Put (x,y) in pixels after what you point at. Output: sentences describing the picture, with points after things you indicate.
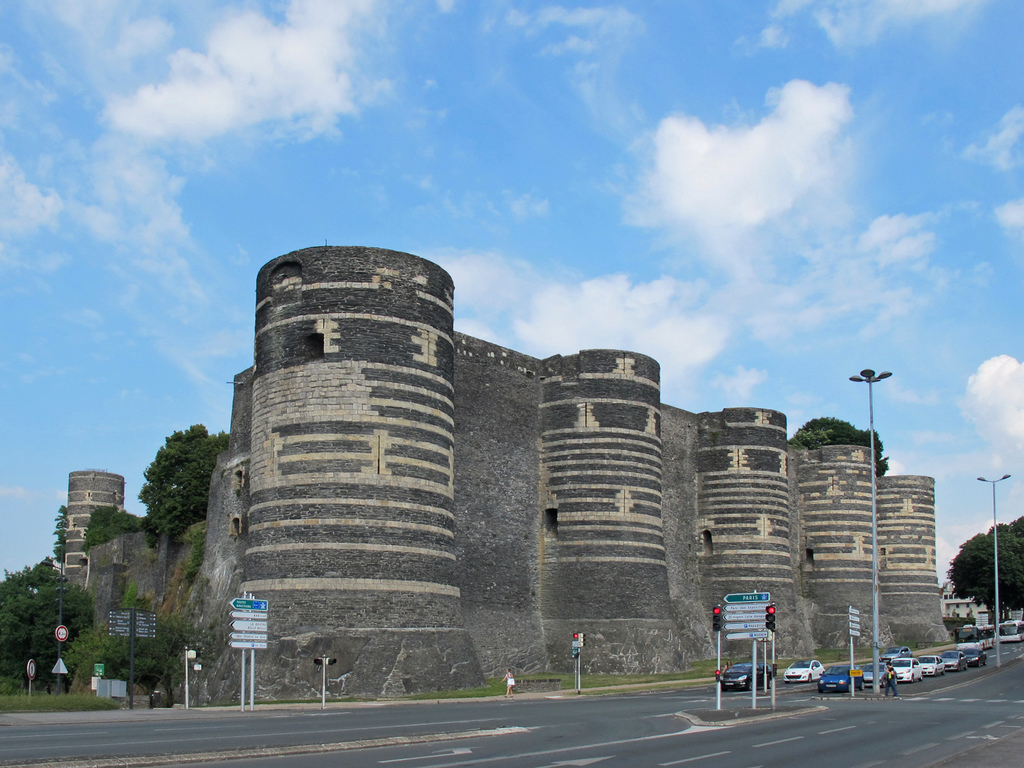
In this image there are vehicles (841,679) on the road (1013,672). There are traffic signal lights (774,676). There are directional boards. There are street lights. There are people (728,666). In the background of the image (974,581) there are trees (956,581). There is a stone structure (433,512). There are buildings (946,601). At the top of the image (425,90) there is sky (227,50).
